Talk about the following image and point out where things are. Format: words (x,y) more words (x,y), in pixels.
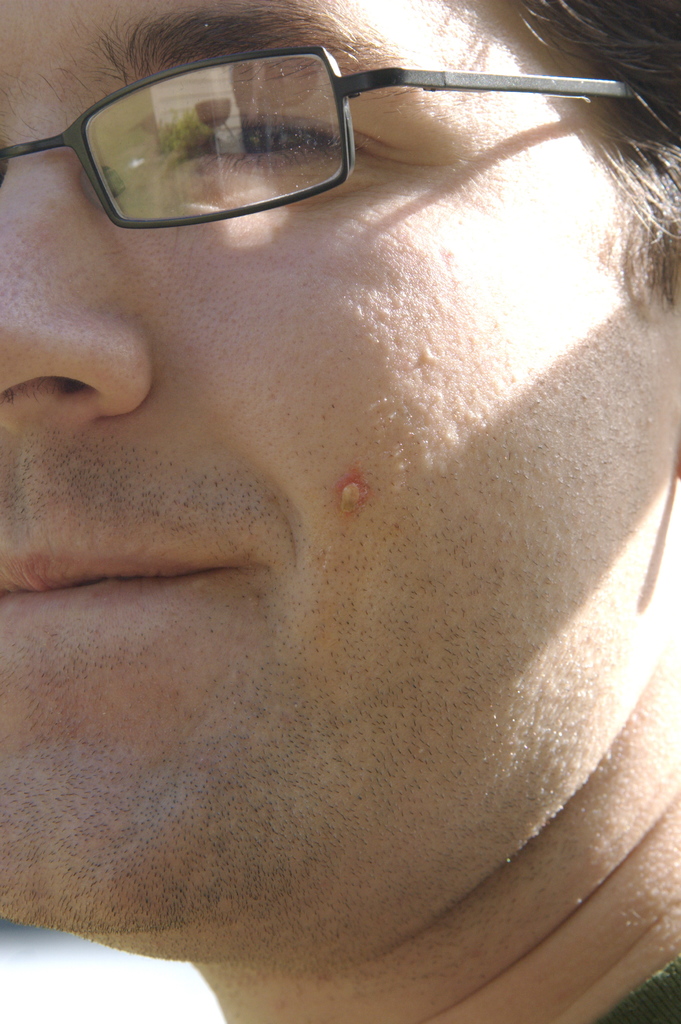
There is a person (433,653) wearing a spectacle (207,170). And the background (57,962) is white in color.
